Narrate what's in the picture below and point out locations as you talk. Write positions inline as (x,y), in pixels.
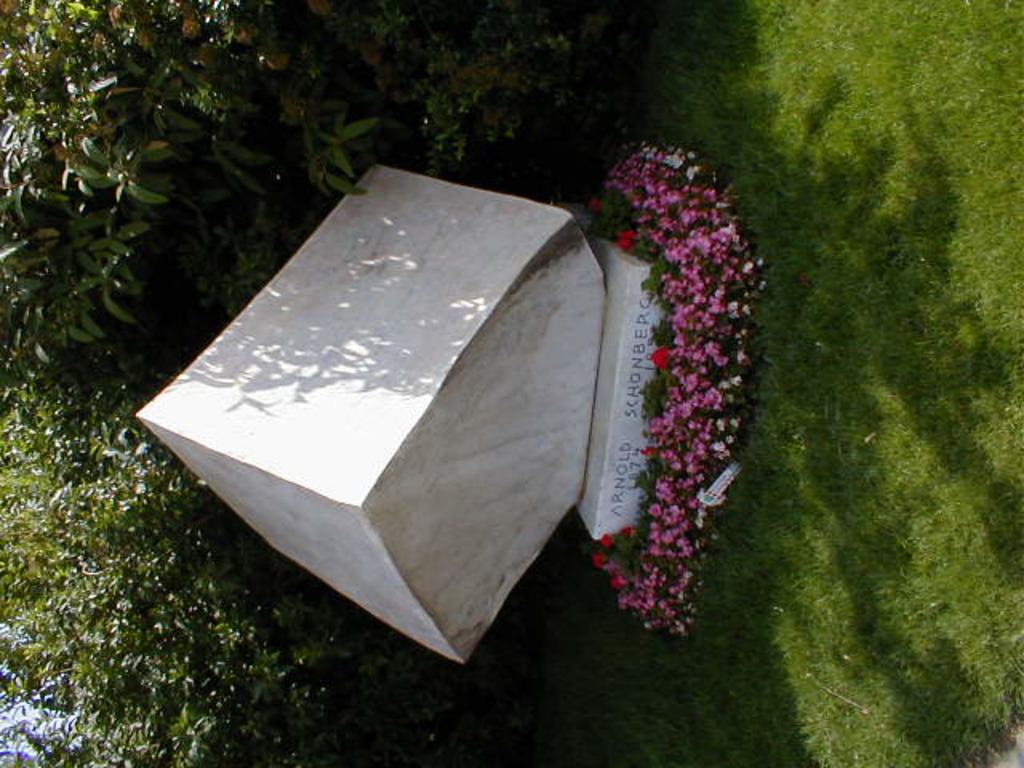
In this image I can see the memorial (364,411). In-front of the memorial (494,531) I can see the flowers (635,576) which are in red and pink color. In the background (95,454) I can see many trees (66,56).
